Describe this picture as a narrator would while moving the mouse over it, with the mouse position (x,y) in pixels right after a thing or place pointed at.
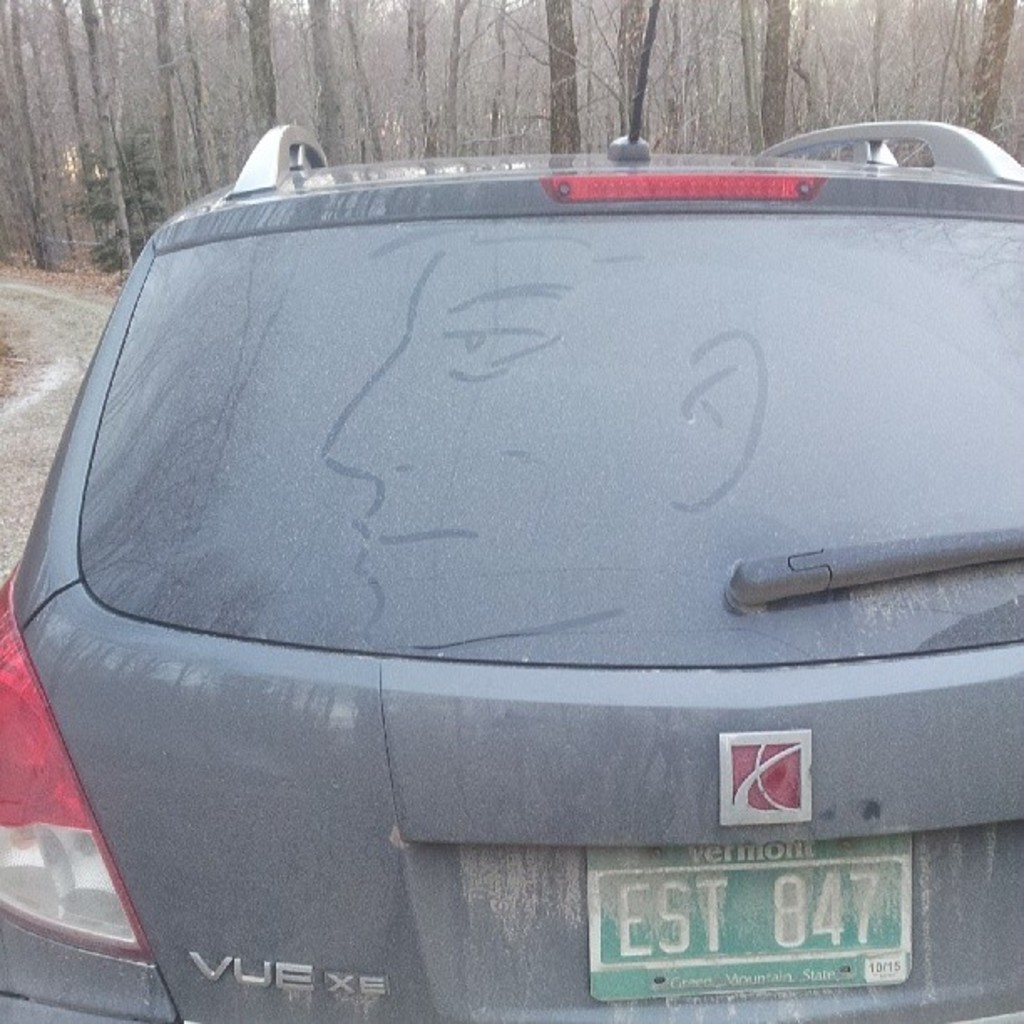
In this image I can see the car (405,693) which is in grey color. I can see the number plate (662,906) to the car (719,906). In the background (537,65) there are many trees (320,95).
